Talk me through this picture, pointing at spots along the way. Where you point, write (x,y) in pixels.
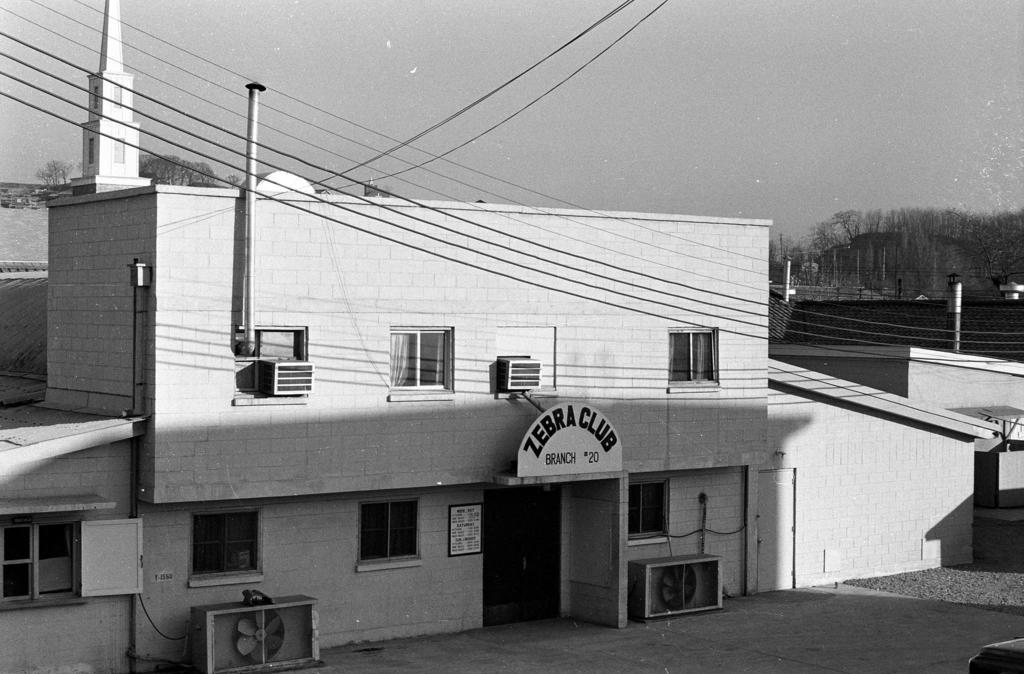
In this picture I can see the buildings (331,232). At the bottom (231,624) I can see the fans (262,624) which are placed on the wall (328,614) near to the window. In the center (535,386) I can see the window AC (270,363) which is placed on the window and electric wires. In the background (927,271) I can see the poles (251,192) and trees (902,271). At the top (348,97) I can see the sky (362,98).
